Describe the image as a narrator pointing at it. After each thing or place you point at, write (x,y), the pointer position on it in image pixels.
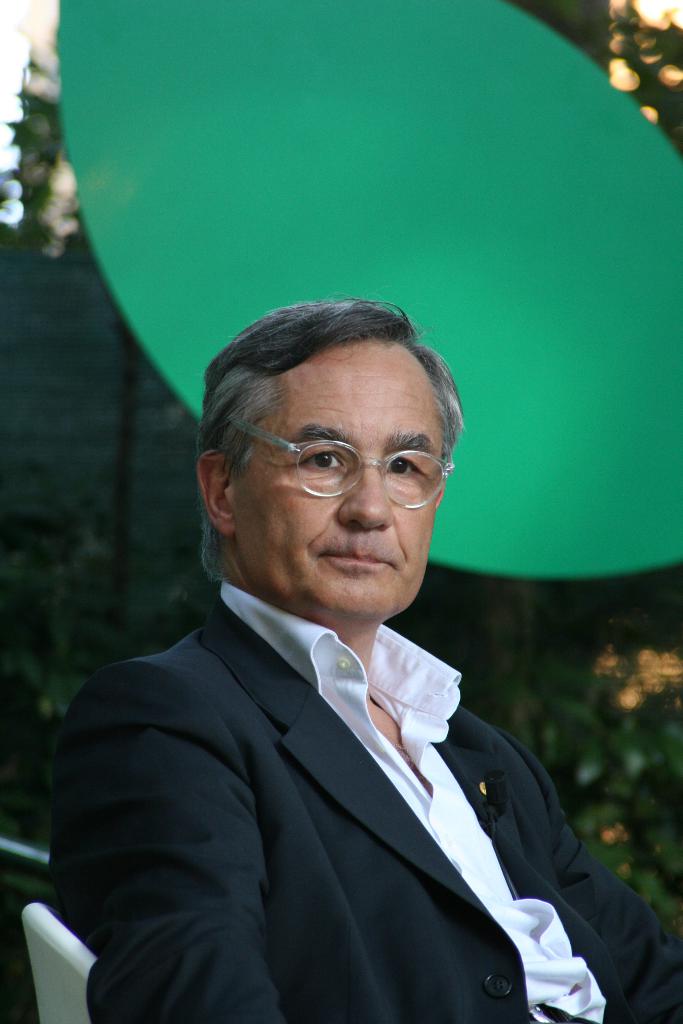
There is one person (263,812) sitting on a white color chair (60,940) and wearing a black color blazer (389,805) at the bottom of this image (401,914). It seems like there are some plants (602,756) in the background (616,735).
